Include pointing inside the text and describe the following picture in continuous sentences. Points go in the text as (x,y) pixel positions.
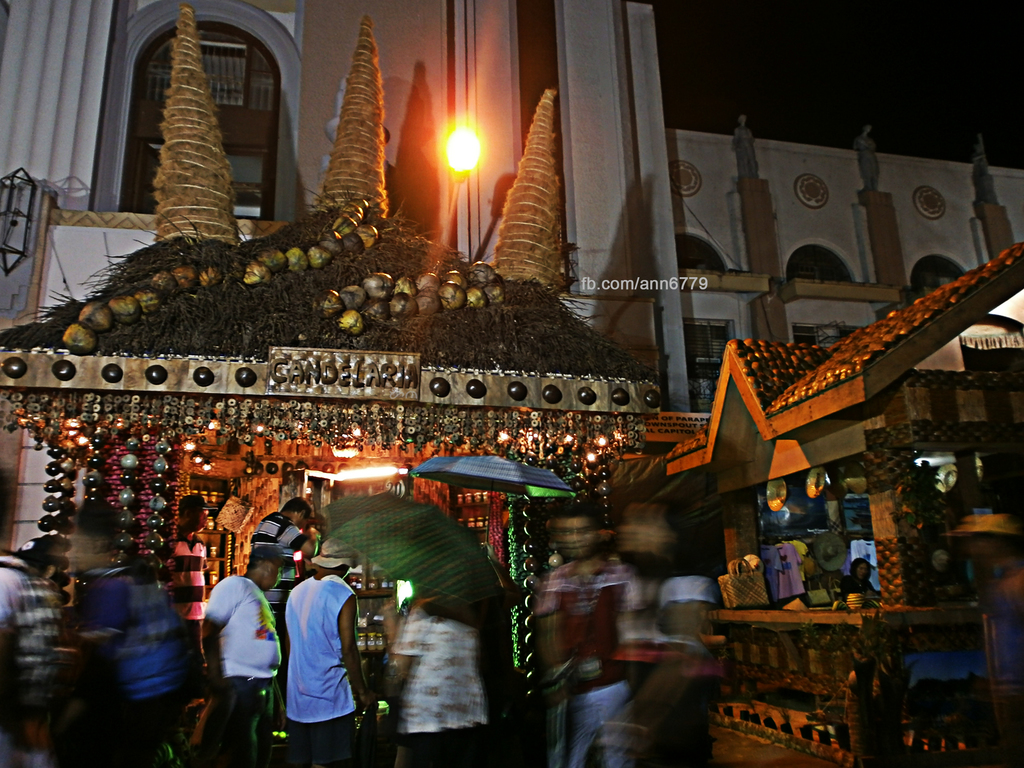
In this picture at the bottom (44,604) there are some people (160,612) who are walking and two of them are holding umbrellas (456,538), and in the background (498,406) there are some stores (171,475). In that stores (202,449) there are some pearls (628,444), baskets (758,577), bags (747,586), clothes (869,555) and some objects (217,413). In the background (312,78) there are some buildings (593,214) and light (471,151).
